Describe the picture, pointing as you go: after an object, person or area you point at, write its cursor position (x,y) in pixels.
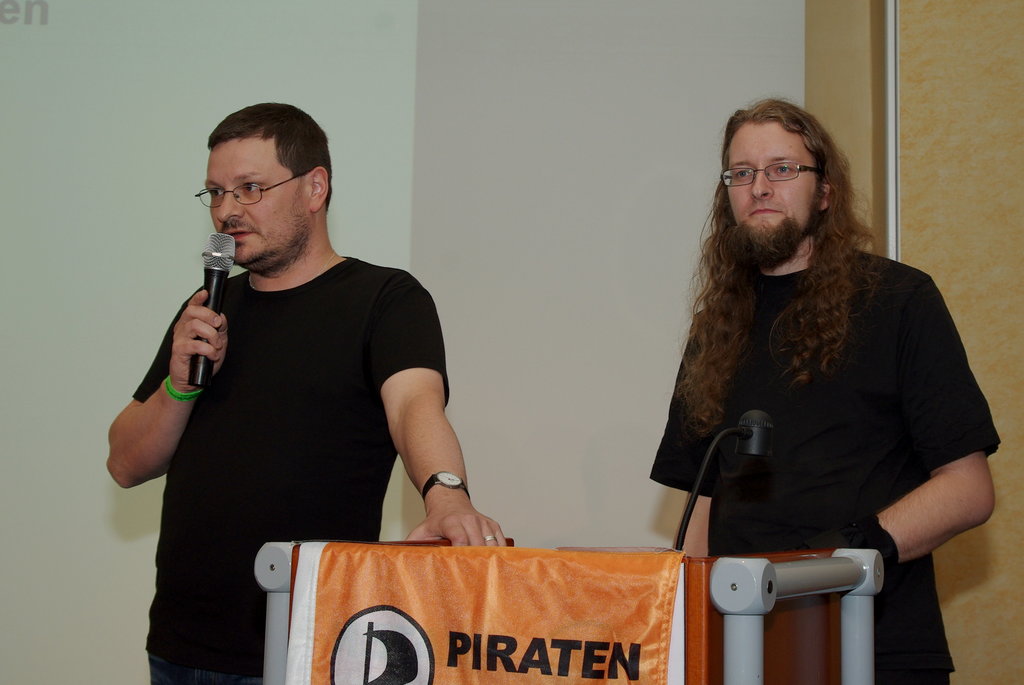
The person (240,420) in the left (256,416) is speaking in mike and the person (704,358) in right (803,403) is standing and there is a wooden stand (705,557) in front of them which has something written on it.
